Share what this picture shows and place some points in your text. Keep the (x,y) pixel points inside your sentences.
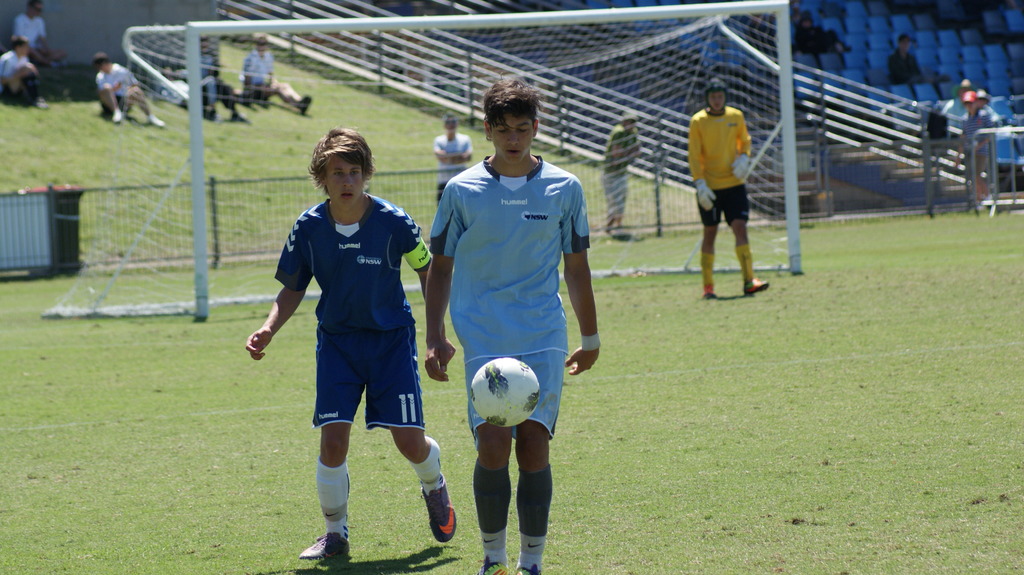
There are two boys (360,274) playing football. On the ground (620,461) there is grass (566,433). In the background (109,87) there are few people (102,70) sitting and standing. There is a goal post (387,24). Also there are chairs (857,24), railings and grass lawn (329,108).
